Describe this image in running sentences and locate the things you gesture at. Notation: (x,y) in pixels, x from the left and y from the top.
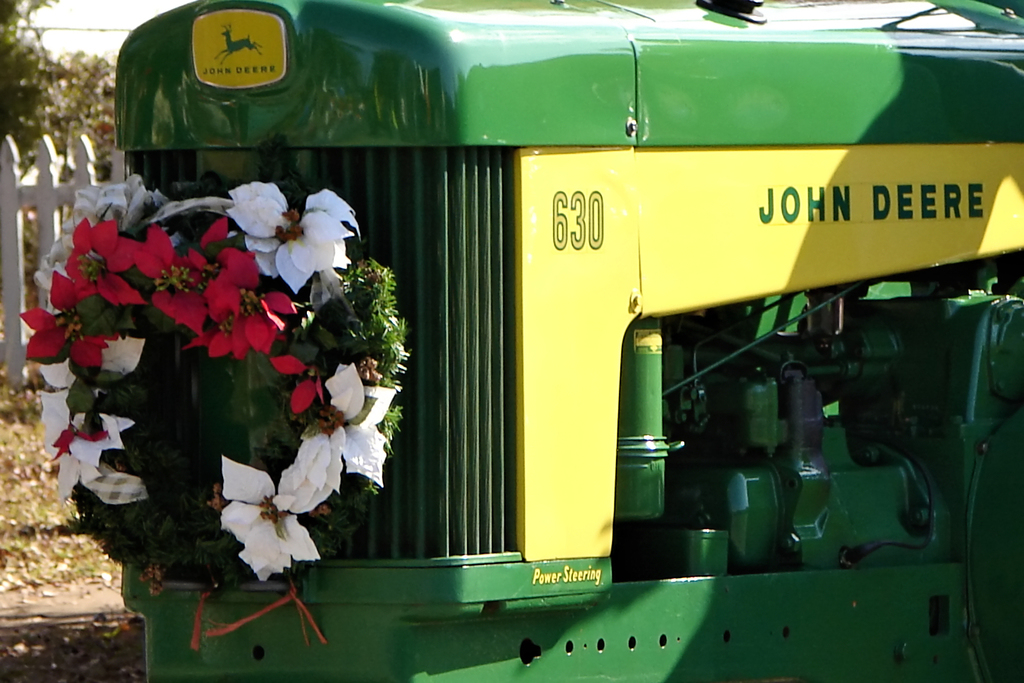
In this image there is a tractor (639,171). There is text (803,215) on the tractor (803,215). In front of the tractor (425,468) there is a flower garland (269,240). To the left (77,570) there's grass (30,501) on the ground (28,517). In the background (40,137) there are trees (37,89) and a wooden railing (47,187). At the top (108,21) there is the sky (92,12).
